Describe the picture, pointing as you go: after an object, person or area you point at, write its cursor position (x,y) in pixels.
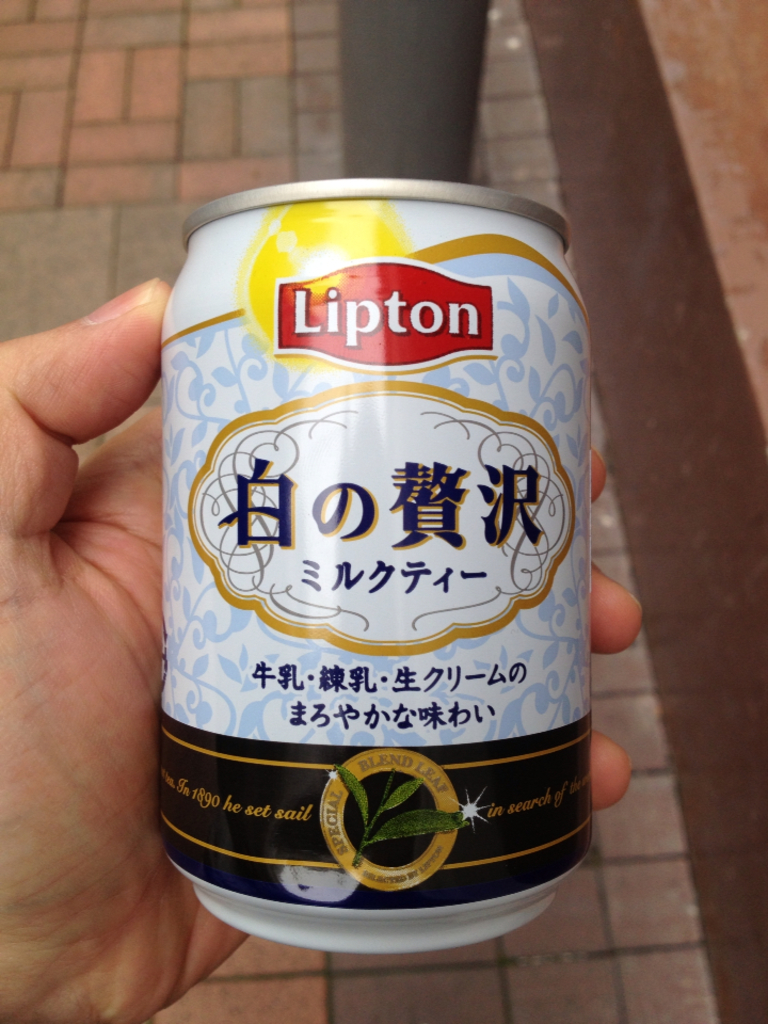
In this image we can see some person's hand (13,722) and that person (133,485) is holding the Lipton tin (385,390). In the background (158,79) we can see the path (641,899).
